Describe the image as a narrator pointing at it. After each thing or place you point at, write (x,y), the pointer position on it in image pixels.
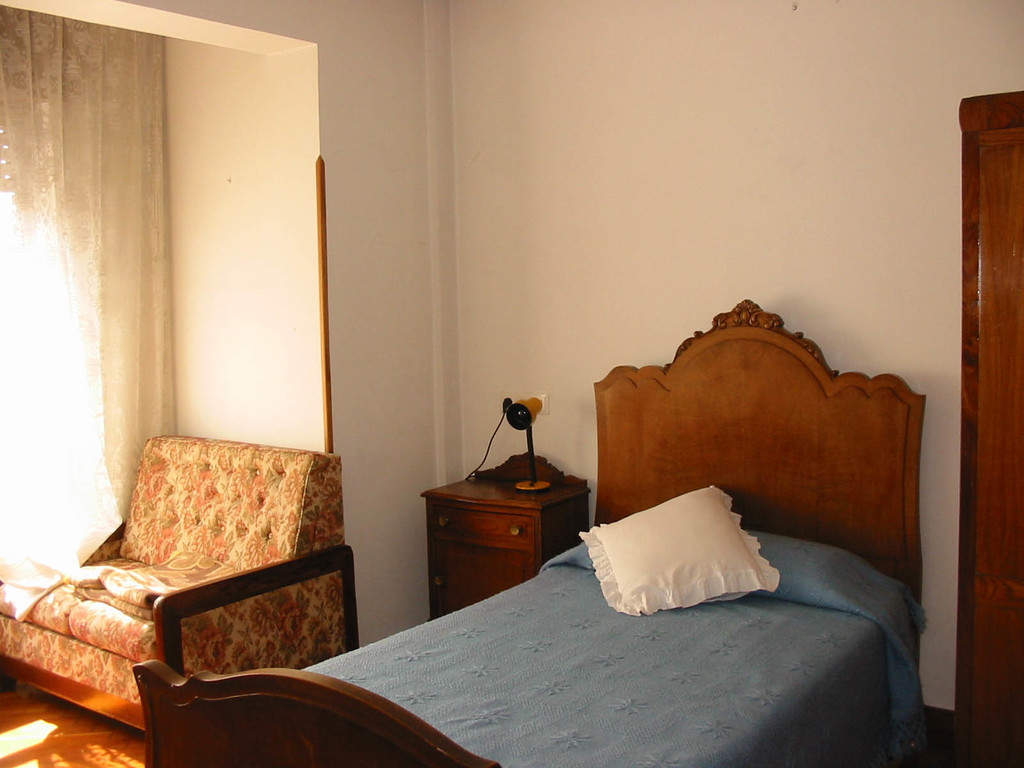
Here we can see a cot (755,536) and pillow (703,592) on it, and at back (785,120) here is the wall (785,106), and here is the sofa (214,541) and here is the curtain (22,279).
